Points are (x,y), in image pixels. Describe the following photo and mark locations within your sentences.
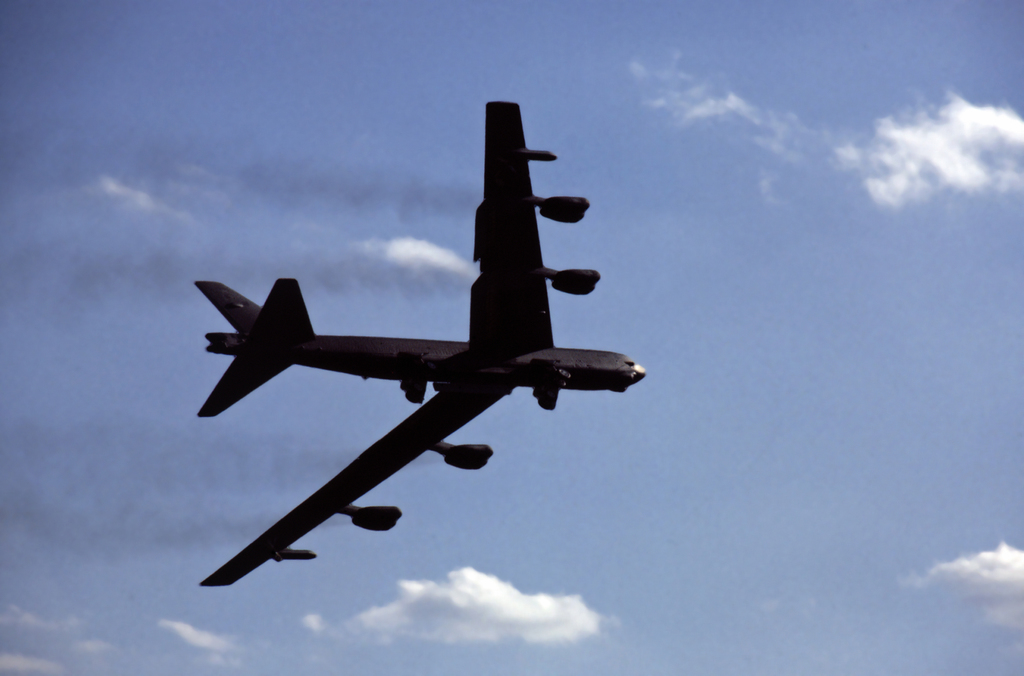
In the image there is an aeroplane (467,363) flying in the sky (759,385), there are clouds (890,160) in sky (721,359).
